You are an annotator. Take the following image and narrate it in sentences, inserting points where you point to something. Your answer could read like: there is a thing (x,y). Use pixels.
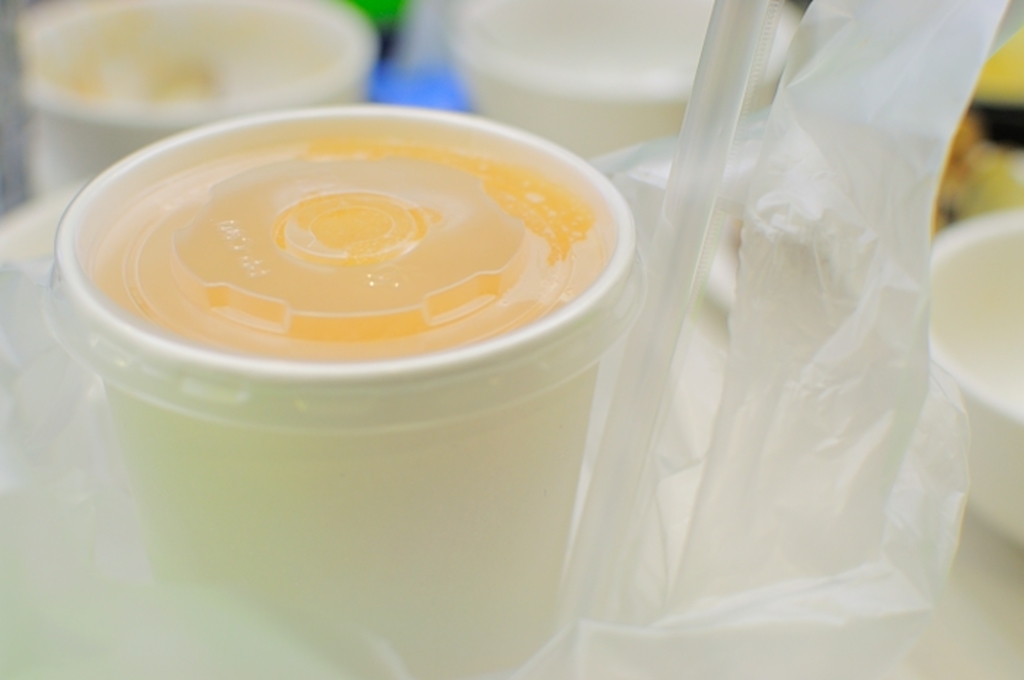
In this image we can see a cup (473,399) with a lid (422,367), a straw (610,467) and a plastic bag (761,478).
